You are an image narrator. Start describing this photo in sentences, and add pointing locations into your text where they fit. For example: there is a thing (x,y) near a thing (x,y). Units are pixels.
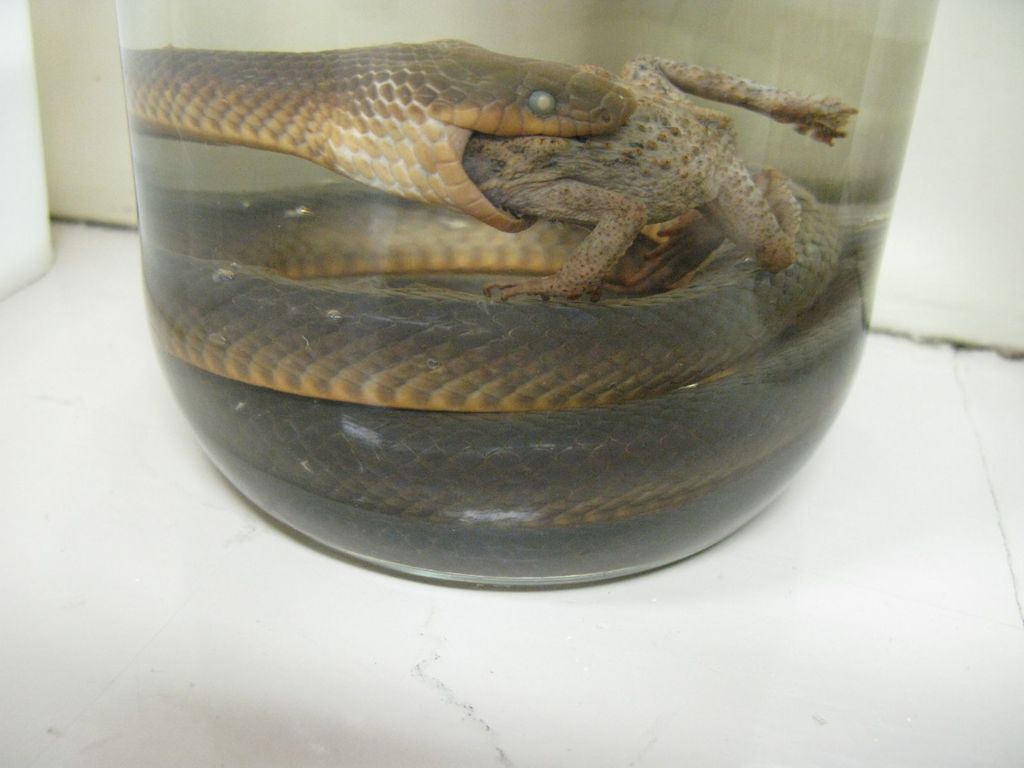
In this image I can see a specimen (345,327) of a snake (333,290) eating a frog (654,201) in a glass bottle (885,79) on the floor (254,743).
